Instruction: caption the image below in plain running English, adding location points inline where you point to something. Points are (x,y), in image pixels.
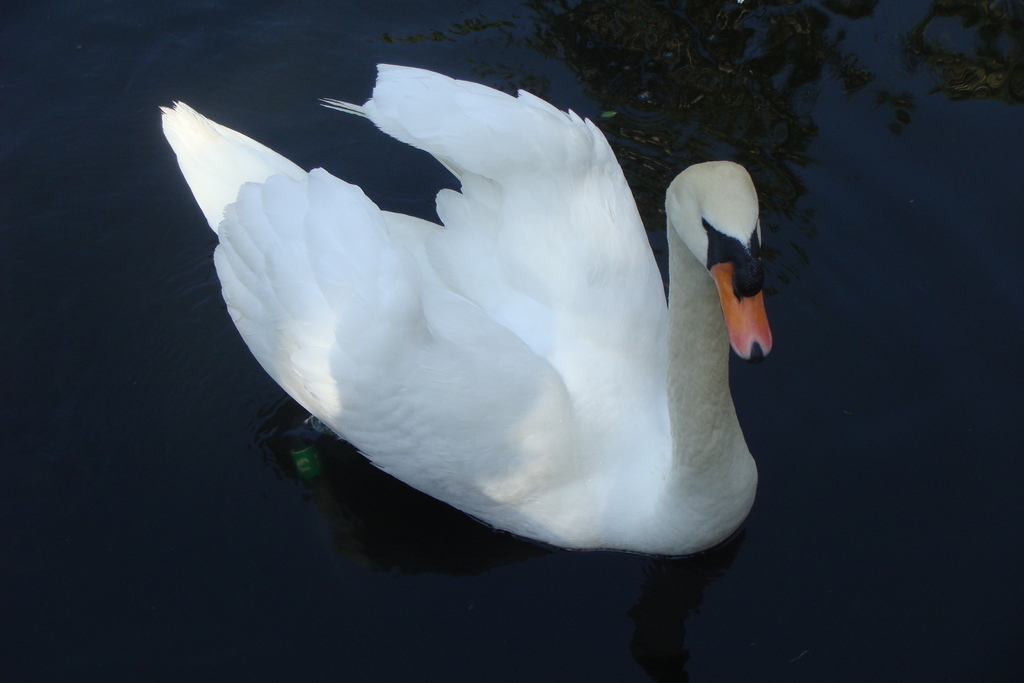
In this image I can see a bird (447,370) on the water (646,582). The bird (491,392) is in white, black and orange color.
